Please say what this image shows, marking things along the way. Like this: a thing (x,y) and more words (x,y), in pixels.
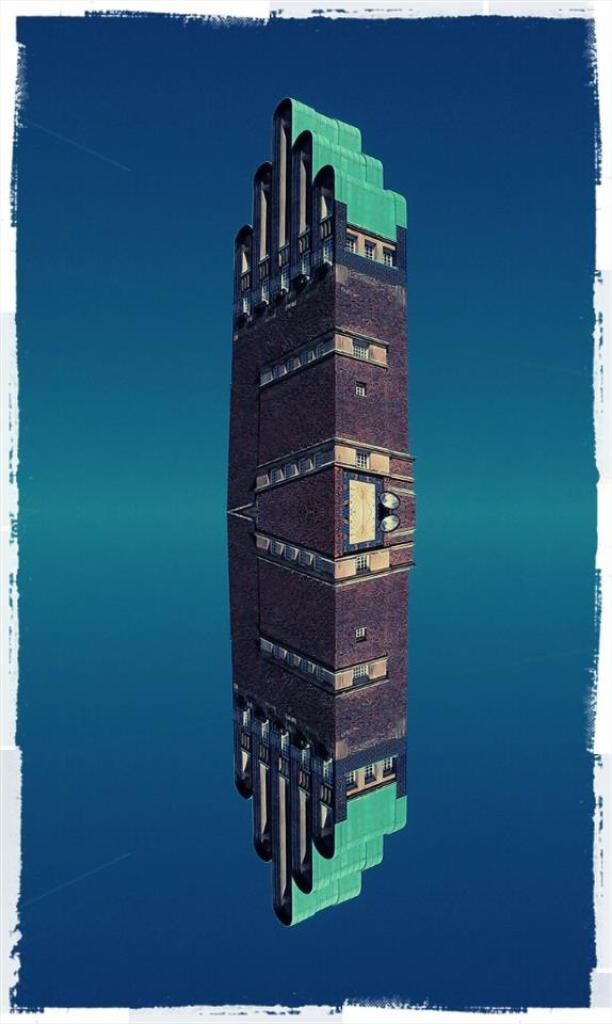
In this image, we can see a building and there is a blue color background (135,36).
